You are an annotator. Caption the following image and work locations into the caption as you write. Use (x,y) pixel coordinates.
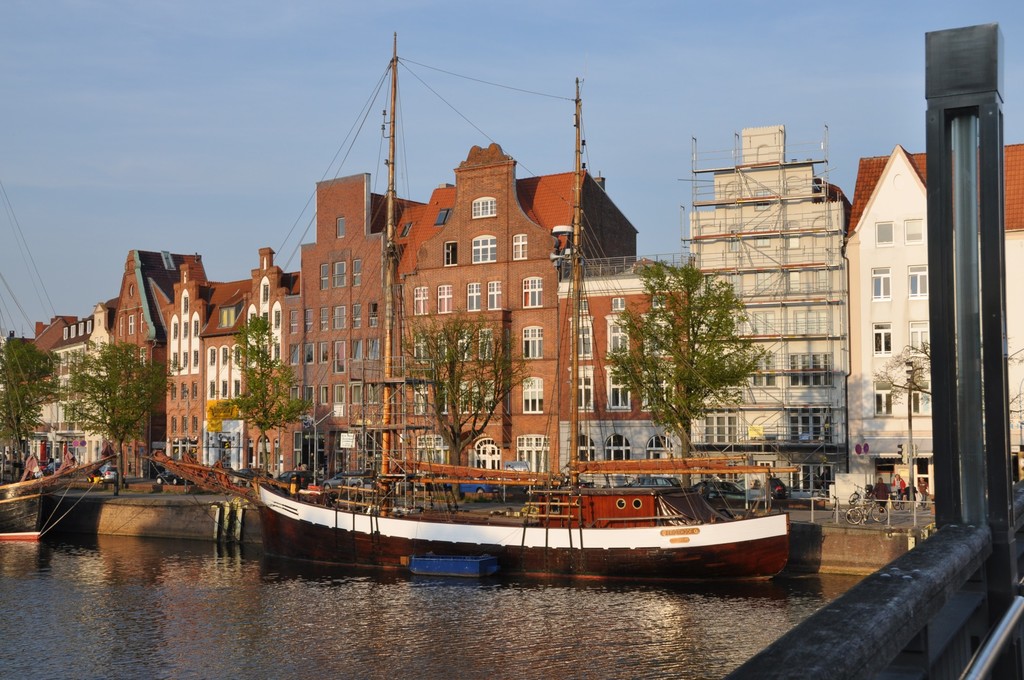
In this image I can see water (308,590) and in it I can see few boats (309,524). In the background (322,349) I can see few trees (36,370), few buildings (489,284), the sky (659,144) and I can see few people (882,502) over there. I can also see few poles (722,457) and few wires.
